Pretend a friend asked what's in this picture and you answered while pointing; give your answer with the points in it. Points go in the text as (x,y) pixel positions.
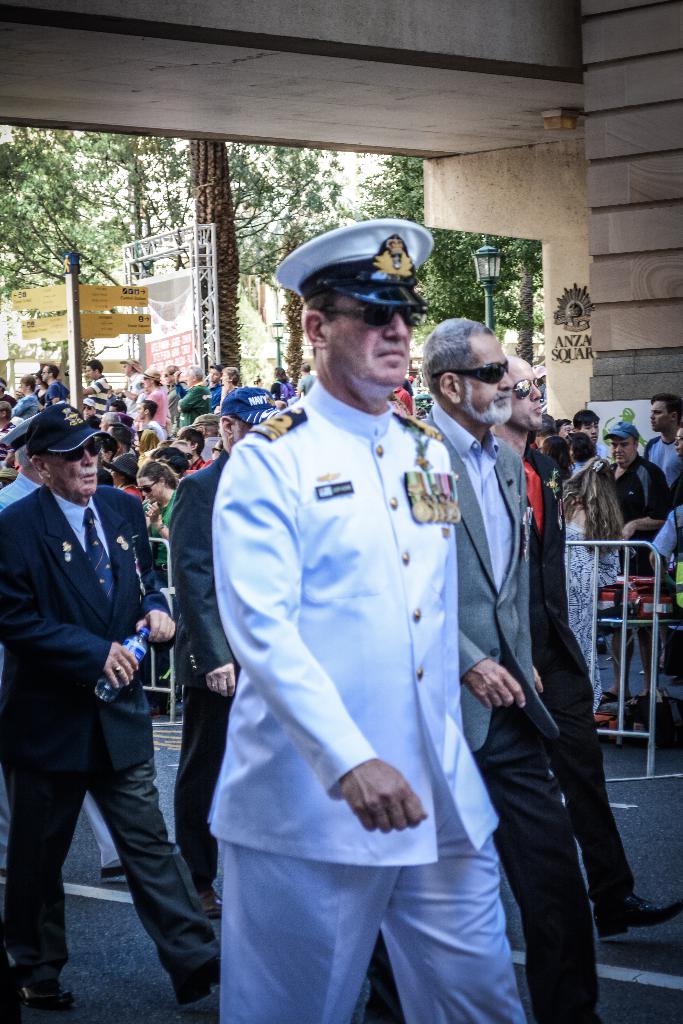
This image consists of few people (225,728) walking on the road (164,1023). In the front (277,687), the man (253,832) is wearing a white dress (351,503) along with a white cap (308,272). In the background (38,372), there is a huge crowd (638,563). In the middle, there is a fence (620,607). At the top (190,11), there is a roof (420,3) made up of concrete (273,66). In the background (304,163), there are many trees (246,209).
